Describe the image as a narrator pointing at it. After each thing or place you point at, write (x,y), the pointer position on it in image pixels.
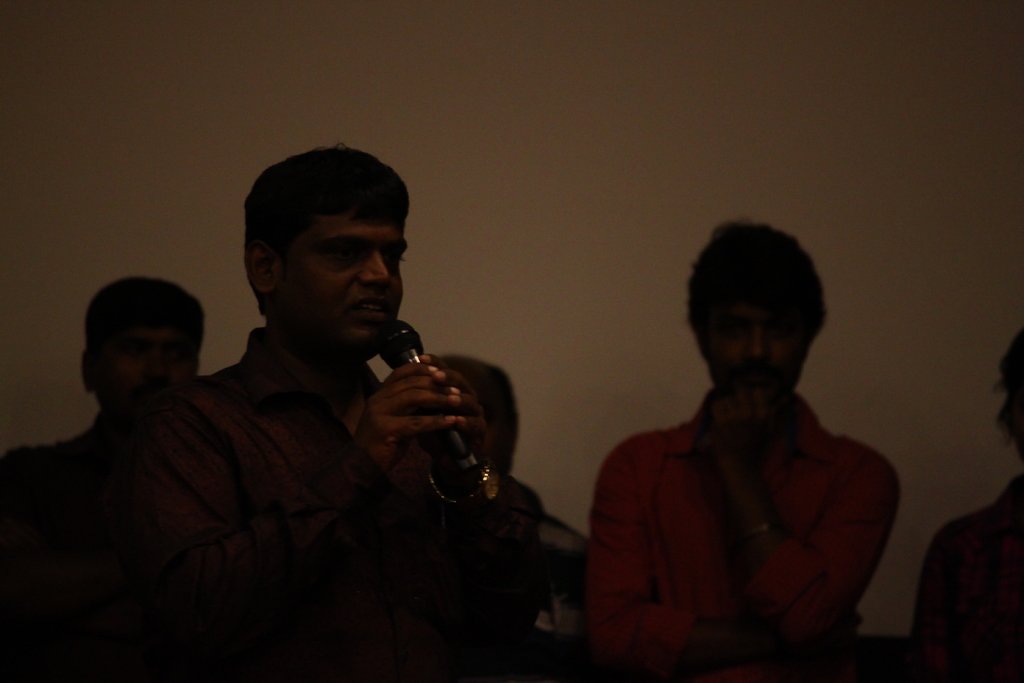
A man (325,374) is standing and speaking with a mic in his hand (408,413). There are few people (197,312) behind him.
